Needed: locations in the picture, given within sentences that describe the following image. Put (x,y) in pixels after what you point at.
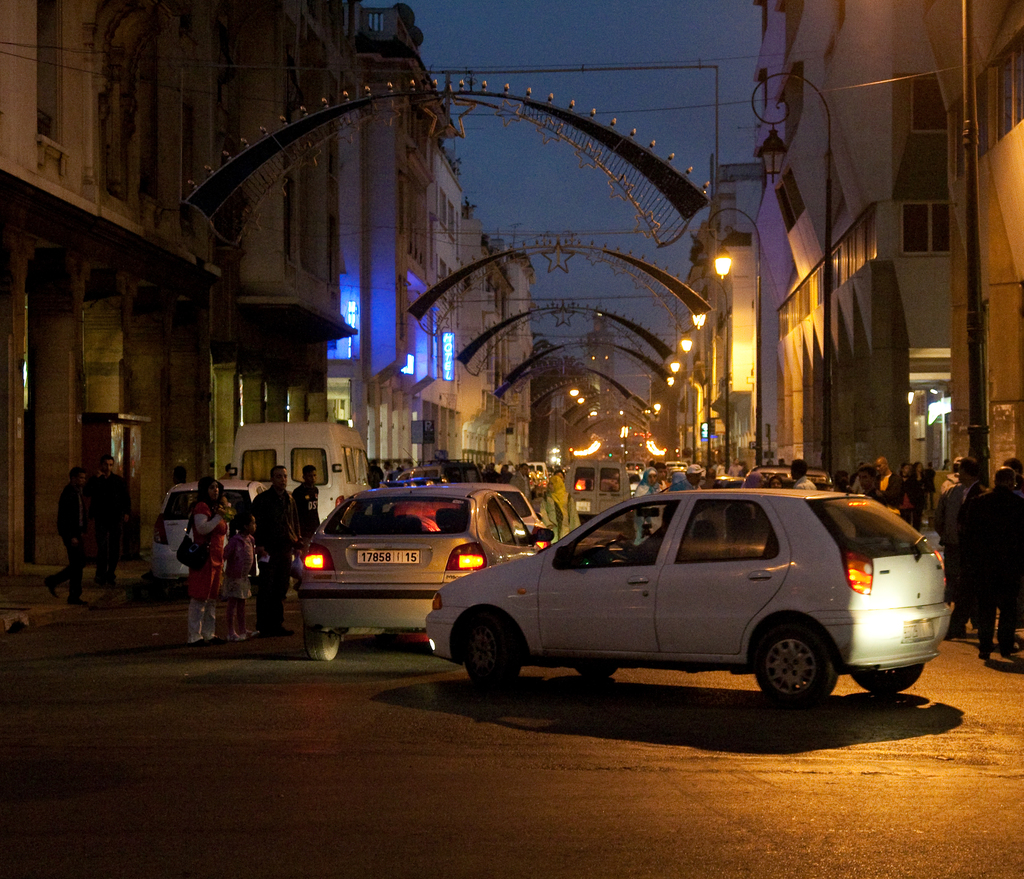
In this image we can see few cars (385,495) and people (940,510) standing on the road (569,730), there are few buildings (523,319) on both sides, there are few street lights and the sky (609,113) in the background (661,87).
